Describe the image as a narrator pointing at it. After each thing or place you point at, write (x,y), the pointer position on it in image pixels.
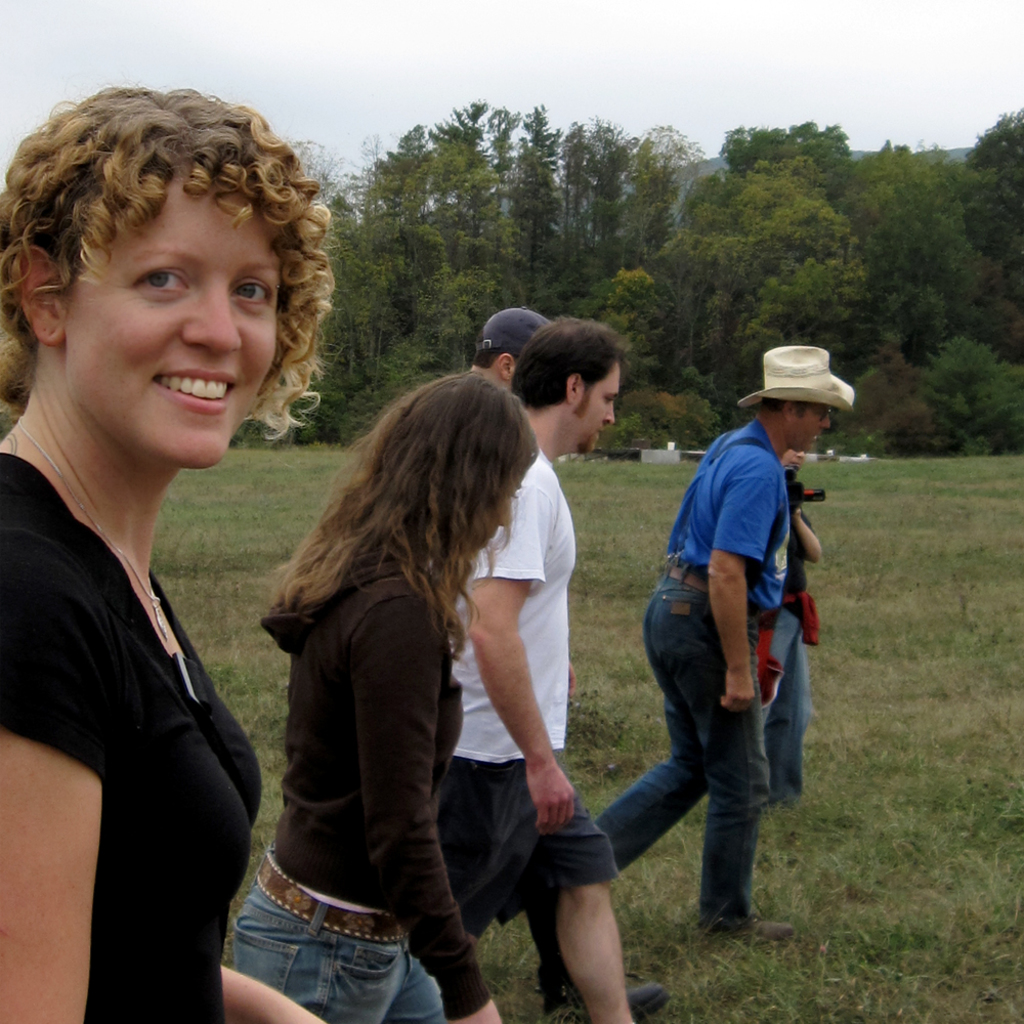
In this picture we can see some people (401,570) are walking, a woman (184,877) in the front (185,745) is smiling, at the bottom (965,944) there is grass (959,950), we can see trees (879,361) in the background (925,300), there is the sky (527,35) at the top of the picture (540,5).
